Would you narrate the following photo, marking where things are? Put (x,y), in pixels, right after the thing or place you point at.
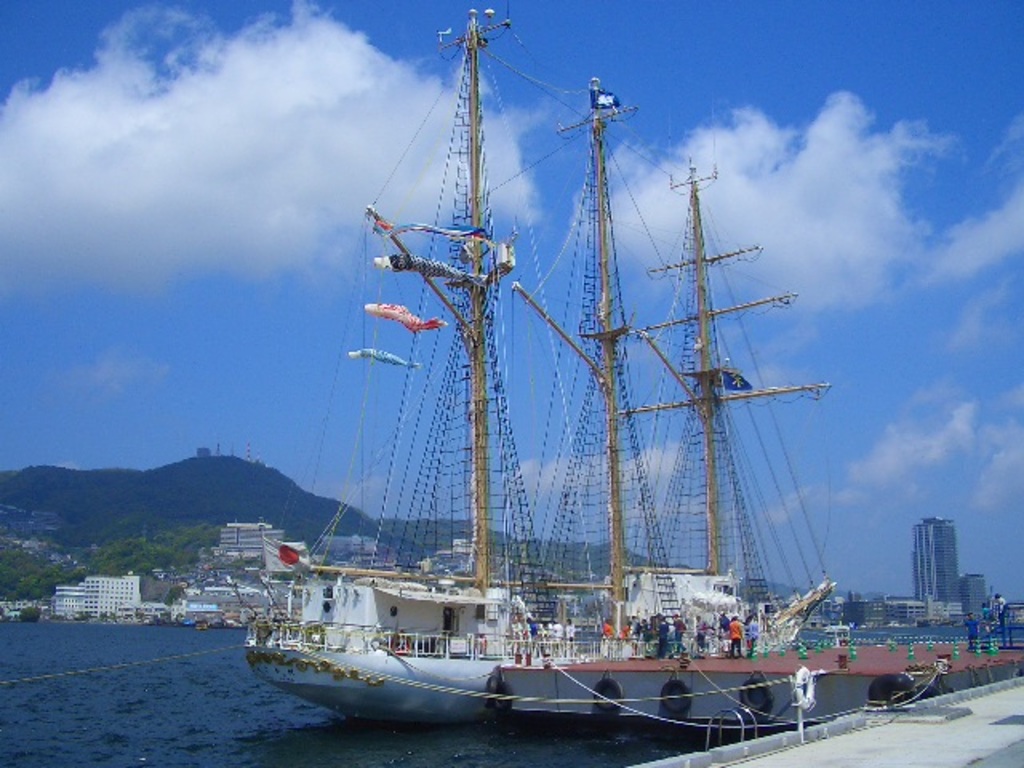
In this image, we can see a ship (423,657) with poles (715,541) and ropes (532,540). Here we can see few people (654,621) are standing. At the bottom (409,762), we can see the water (258,730), walkway (912,765). Background (77,608) there are so many buildings (103,612), houses (446,570), trees (14,591), hill (105,496) and cloudy sky (270,226).
